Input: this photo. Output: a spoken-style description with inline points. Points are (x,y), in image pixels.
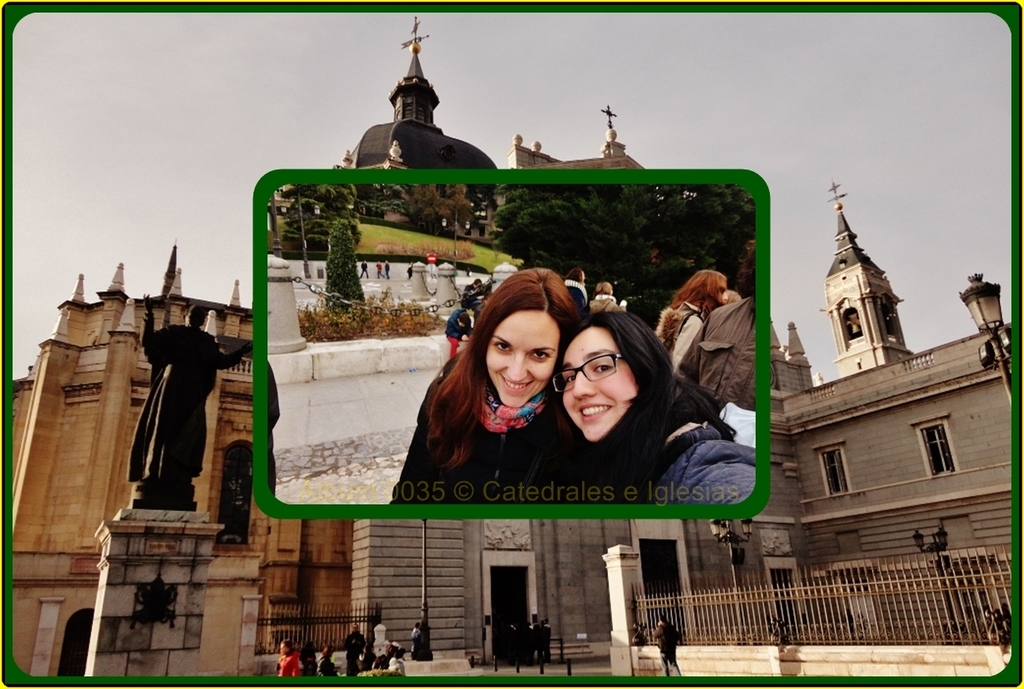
In this edited picture there are two woman (547,460) wearing jackets (551,449). Behind them there are few persons (601,288). There are few plants (334,329) behind the fence (296,316). Few persons (412,271) are walking on the floor (403,282). Bottom of the image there are few persons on the road (557,663). Right side (831,601) there is a fence (830,627). Behind there is a building (75,565). Left side (120,556) there is a statue (175,410) on a pillar (103,586). Top of the image (249,133) there is sky (453,115).
